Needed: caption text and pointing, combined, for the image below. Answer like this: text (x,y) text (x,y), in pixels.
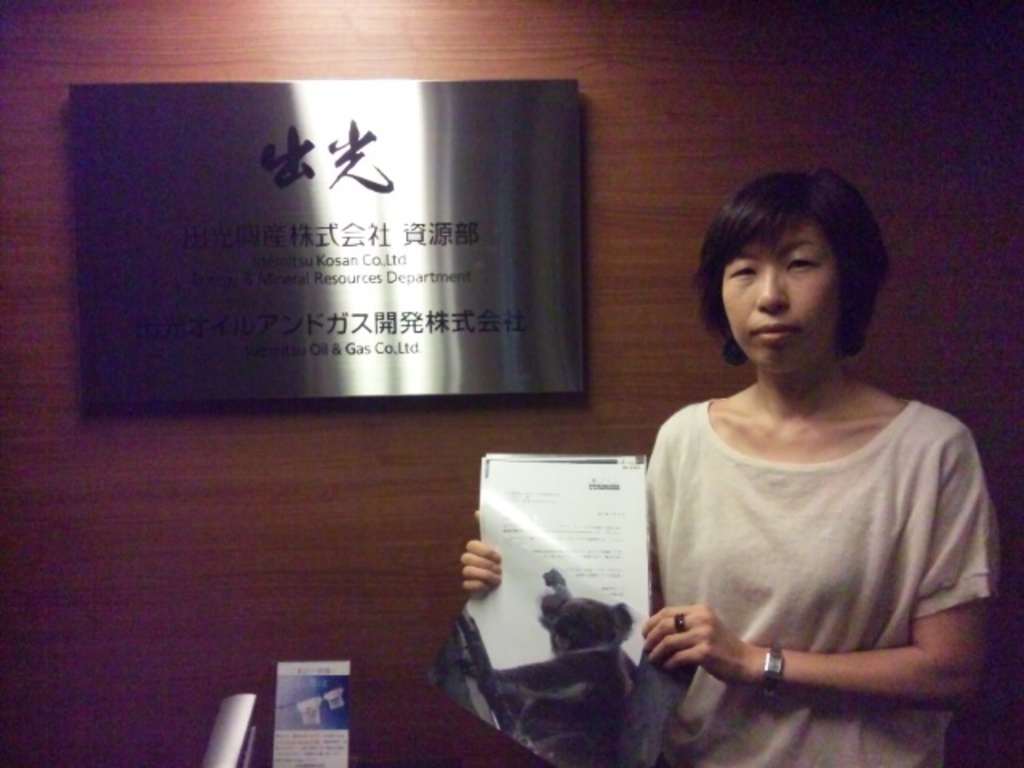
On the right side of the image (885,614) we can see a lady (779,463) is standing and wearing a T-shirt (824,554) and holding a paper (562,544). At the bottom of the image (317,668) we can see the boards (328,720). In the background of the image (348,638) we can see a board (502,277) on the wall (918,195). On the board (385,351) we can see the text (276,341).
